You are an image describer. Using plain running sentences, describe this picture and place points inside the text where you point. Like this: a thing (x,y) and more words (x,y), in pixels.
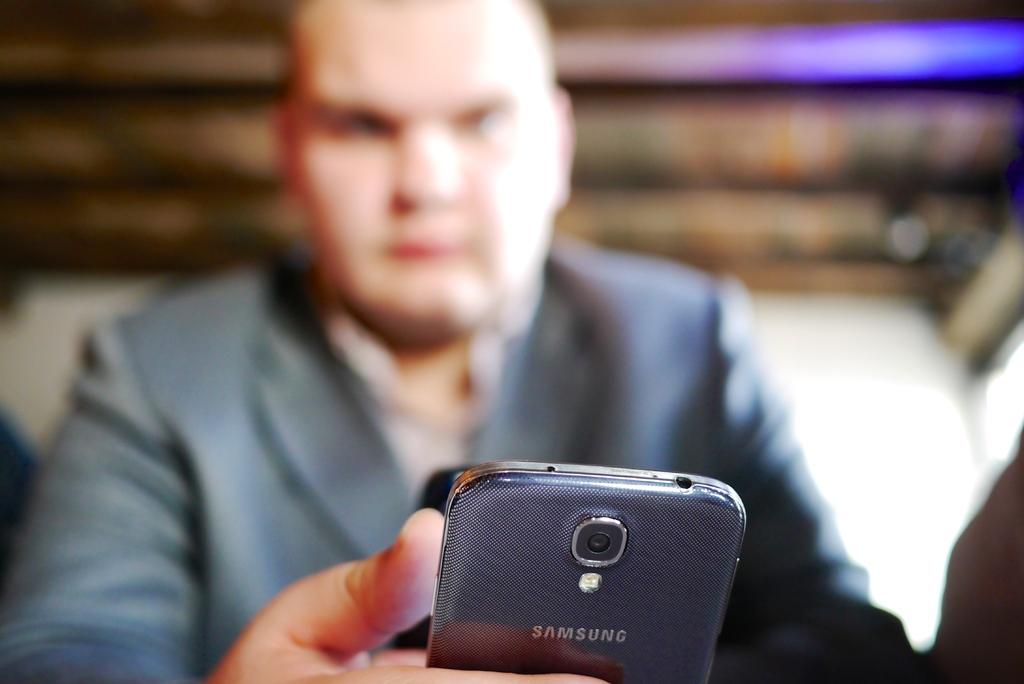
In this image there is a person (375,436) who is operating mobile phone (454,509).
